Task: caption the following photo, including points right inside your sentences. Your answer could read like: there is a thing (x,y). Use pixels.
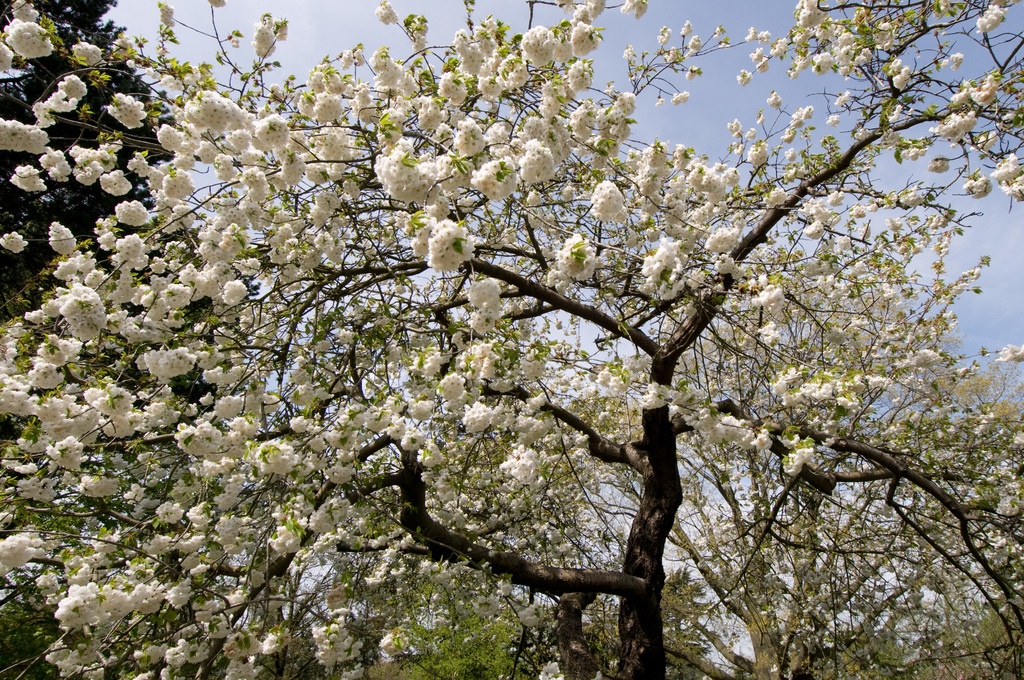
In this image I can see number of trees (900,512) and here I can see white colour flowers (24,36). In the background (774,176) I can see the sky (955,351).
